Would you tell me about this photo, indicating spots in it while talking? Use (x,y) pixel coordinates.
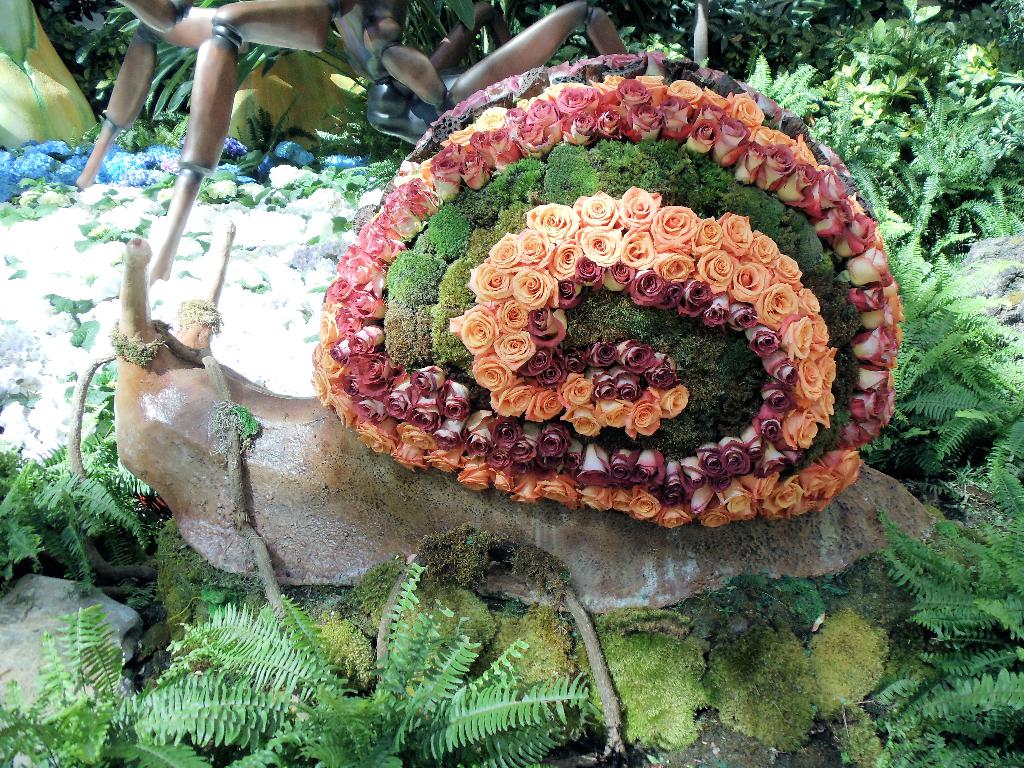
In this picture, we can see the ground (901,591) with plants (180,145), flowers (615,75), rocks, and some decorative objects (190,141).
